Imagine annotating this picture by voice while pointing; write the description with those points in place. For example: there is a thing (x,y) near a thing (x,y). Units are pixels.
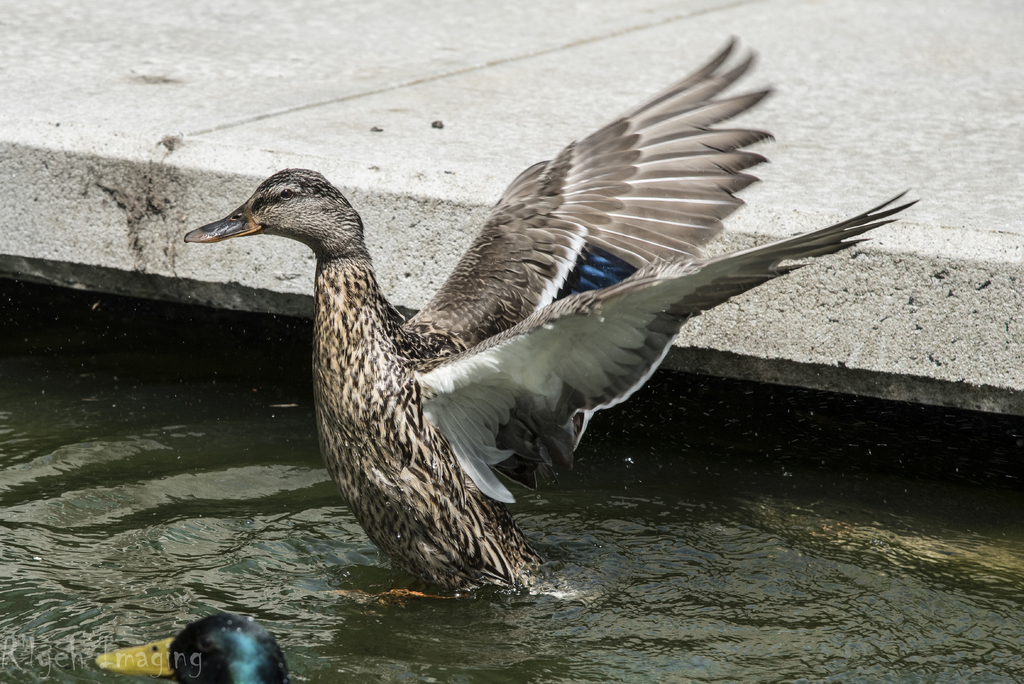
In this image we can see ducks (183,639) in the water (388,645). In the back (818,288) there is a concrete slab (375,137). In the left bottom corner (104,654) there is watermark (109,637).
